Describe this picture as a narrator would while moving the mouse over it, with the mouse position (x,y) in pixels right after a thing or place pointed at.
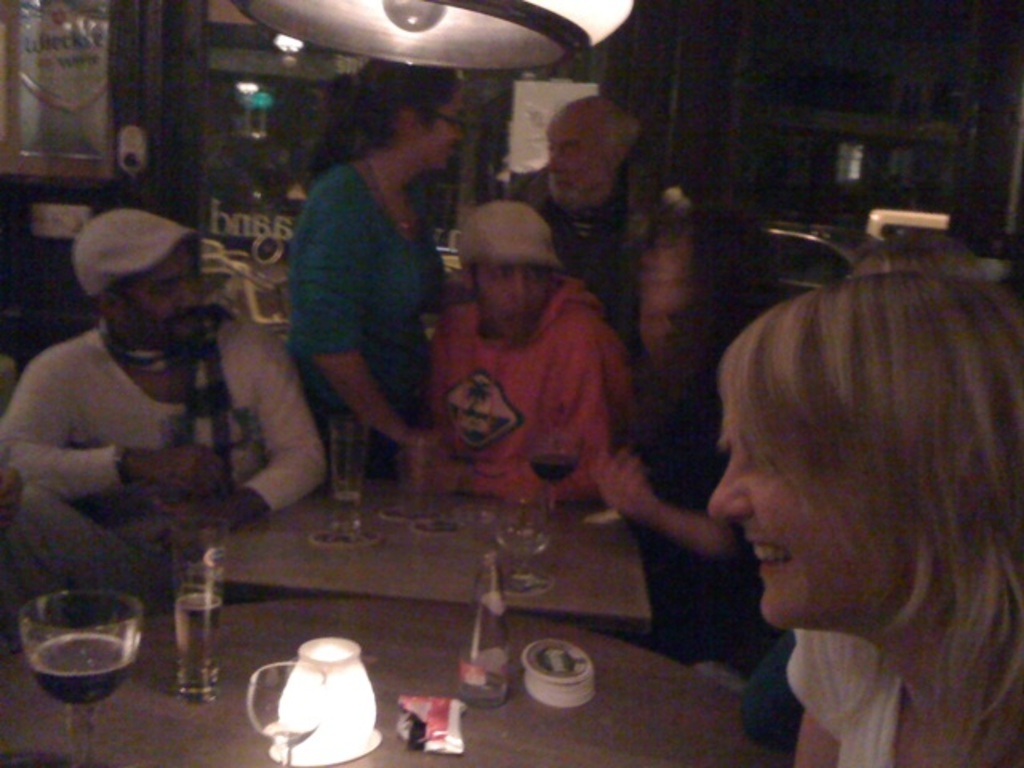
There are group of people (857,397) sitting around the table (233,615) which has glass of drinks (180,600) on it and there are two people (567,141) standing behind them.
